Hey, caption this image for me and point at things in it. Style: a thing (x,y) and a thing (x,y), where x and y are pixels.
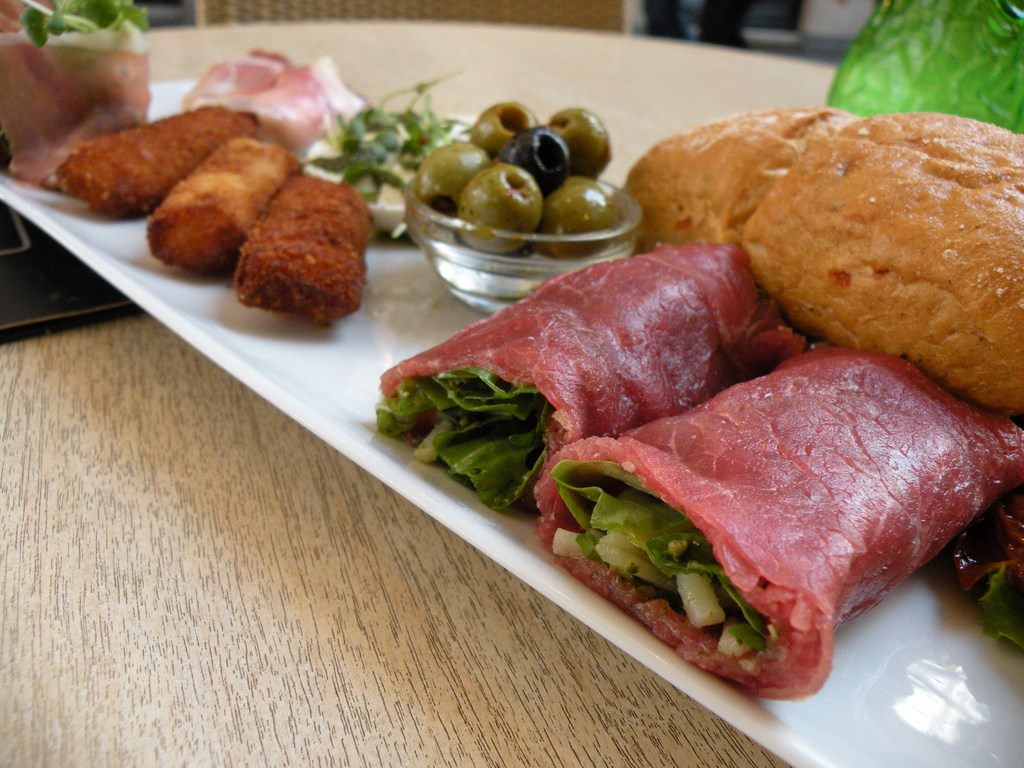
In this image there is one plate (665,671) and in the plate (424,328) there are some fruits (522,216) and some food items (657,334). At the bottom (214,598) it looks like a table (162,495), in the background (876,48) there are some objects (396,14).
